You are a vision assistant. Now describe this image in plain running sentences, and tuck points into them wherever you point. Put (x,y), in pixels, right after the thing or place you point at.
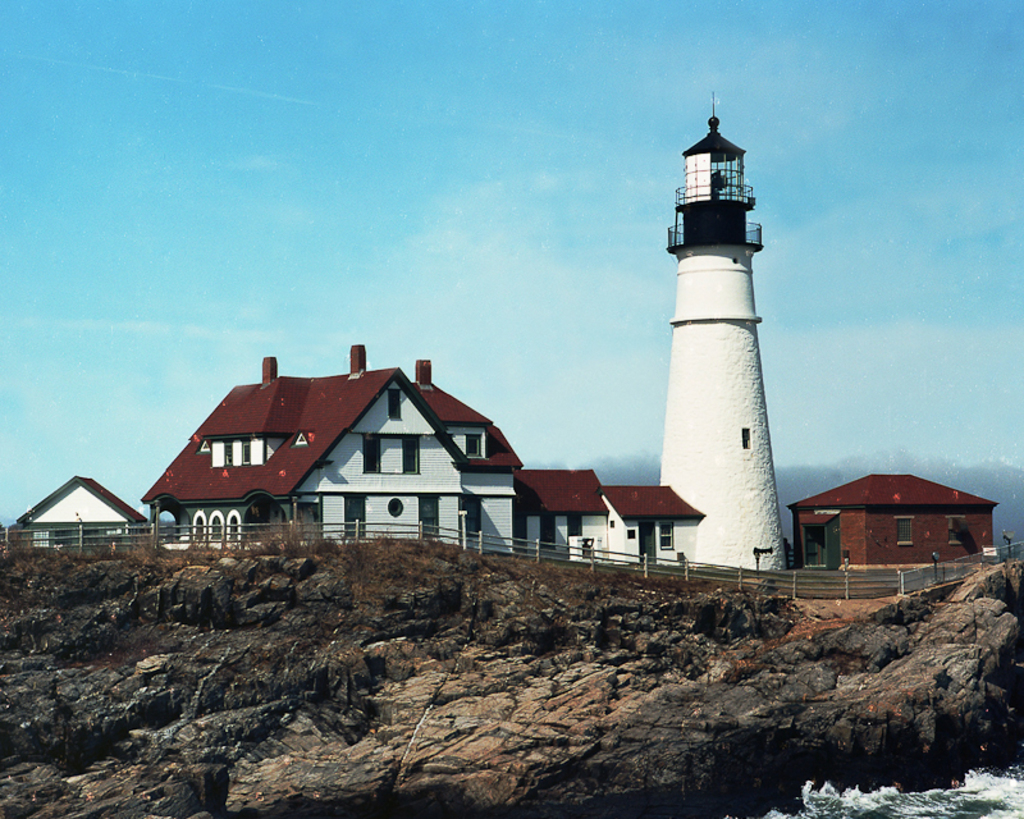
In this image I can see few houses (442,453), lighthouse (732,433), windows (417,450), fencing (793,589), rock (815,721), dry grass (282,552) and the water (955,795). The sky (344,276) is in blue and white color.
